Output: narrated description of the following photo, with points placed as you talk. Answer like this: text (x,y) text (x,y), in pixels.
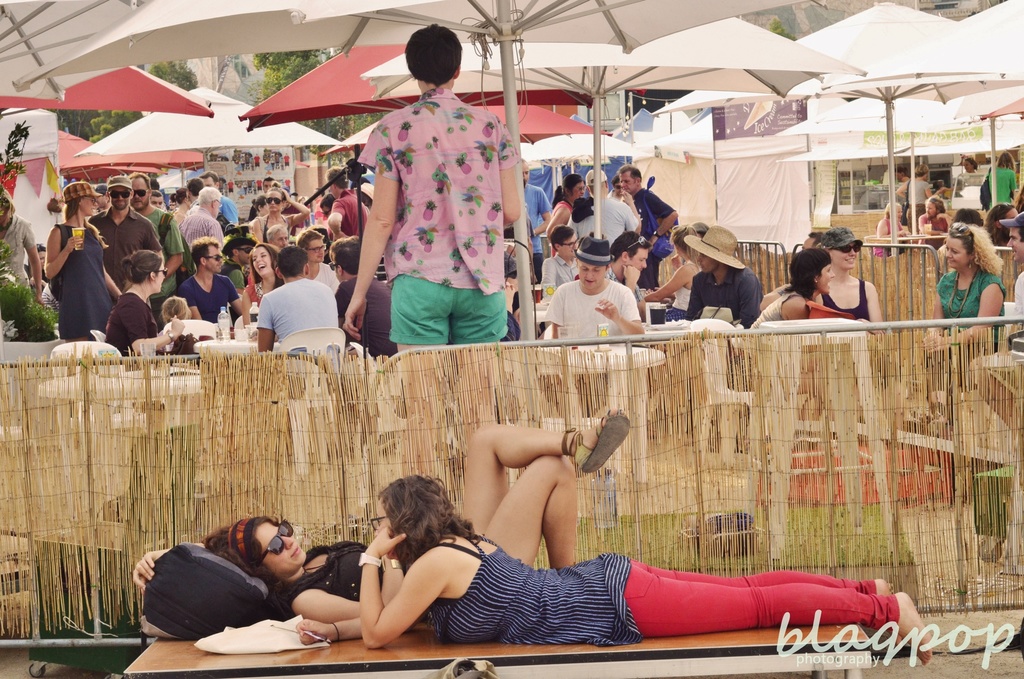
In this image there are two women (325,576) lying on the wooden bench (707,665). Behind there is a straw fencing (114,393) and many men (111,265) and women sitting on the table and discussing something. Above we can see some umbrella tents (101,105).
